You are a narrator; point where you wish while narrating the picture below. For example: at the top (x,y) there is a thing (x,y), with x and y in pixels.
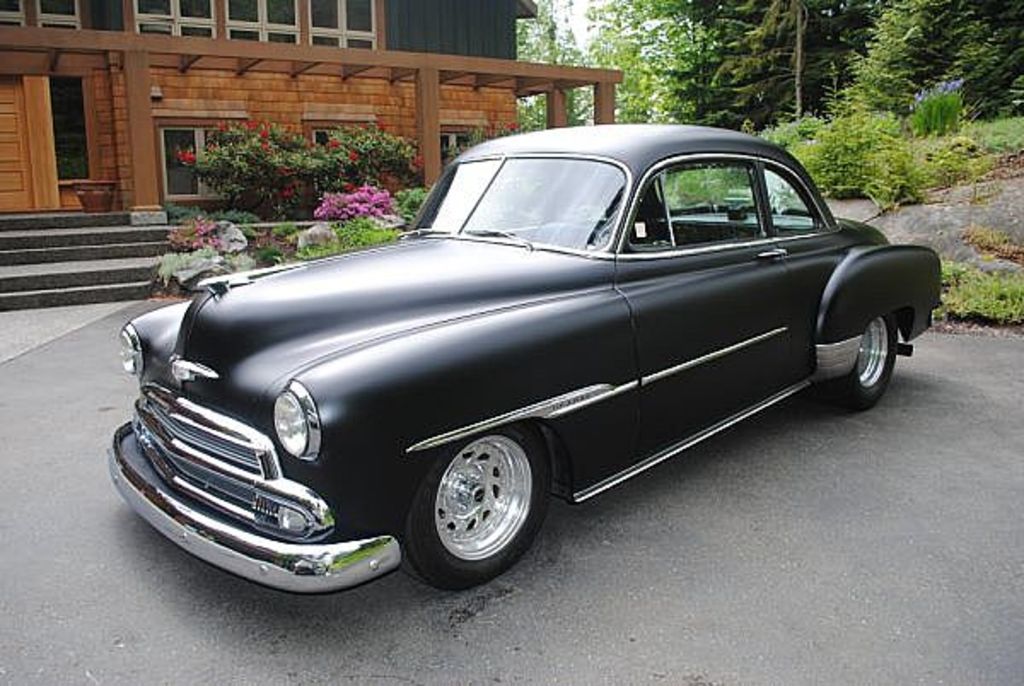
This is an outside view. Here I can see a black color car (685,310) on the road (762,522). In the background (365,180) there are many plants (882,146) and trees (809,67). On the left side (140,47) there is a building (149,113). In front of this building (135,88) there are many flower plants (285,218).
